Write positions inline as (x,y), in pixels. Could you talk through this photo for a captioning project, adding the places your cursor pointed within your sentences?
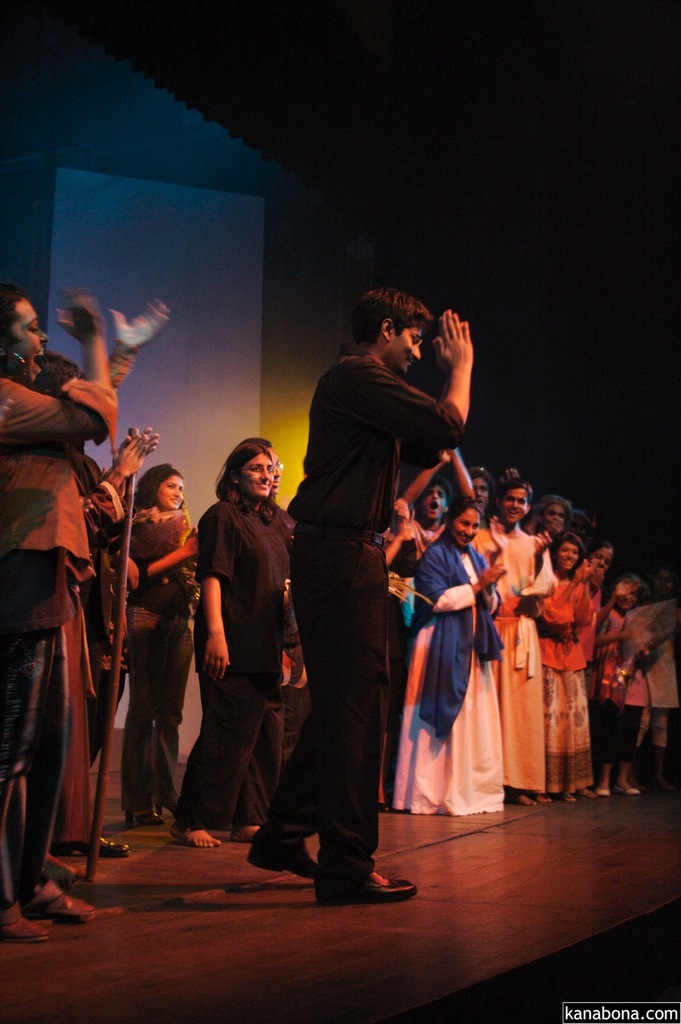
In this image there are group of persons (432,577) standing and smiling. In the background (257,249) there is a curtain (211,322) which is white in colour.
